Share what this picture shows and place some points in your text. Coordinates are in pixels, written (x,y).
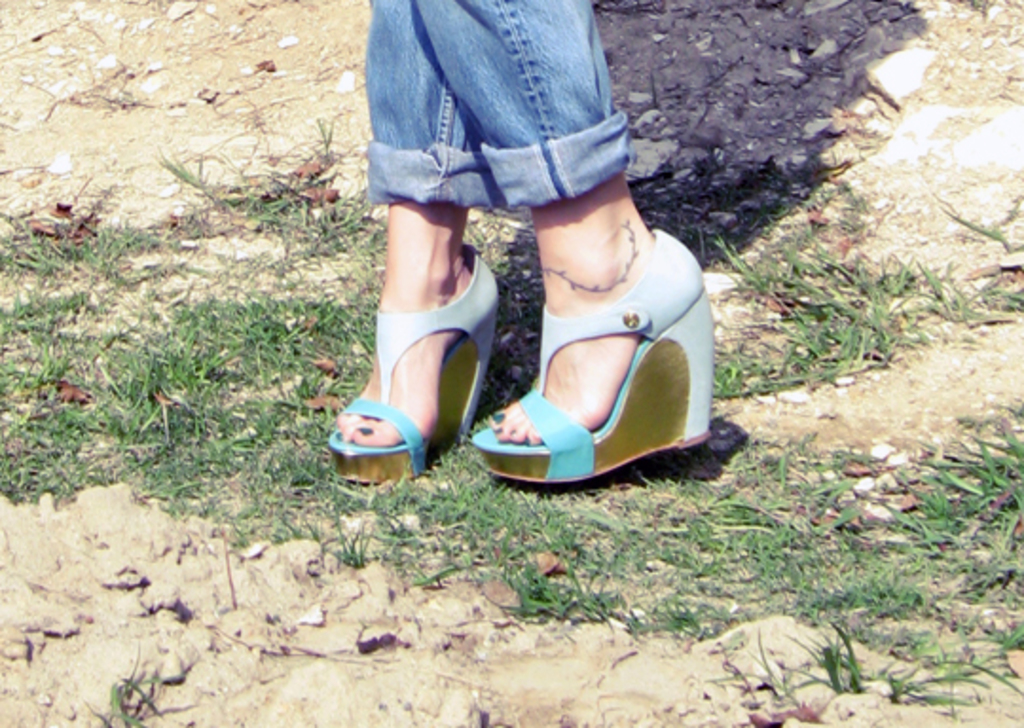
In the center of the picture (451,294) there are legs (427,296) of a woman (471,332) and there are dry leaves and grass (792,383). At the top (50,51) there are stones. At the bottom (248,645) there is soil (301,645).
